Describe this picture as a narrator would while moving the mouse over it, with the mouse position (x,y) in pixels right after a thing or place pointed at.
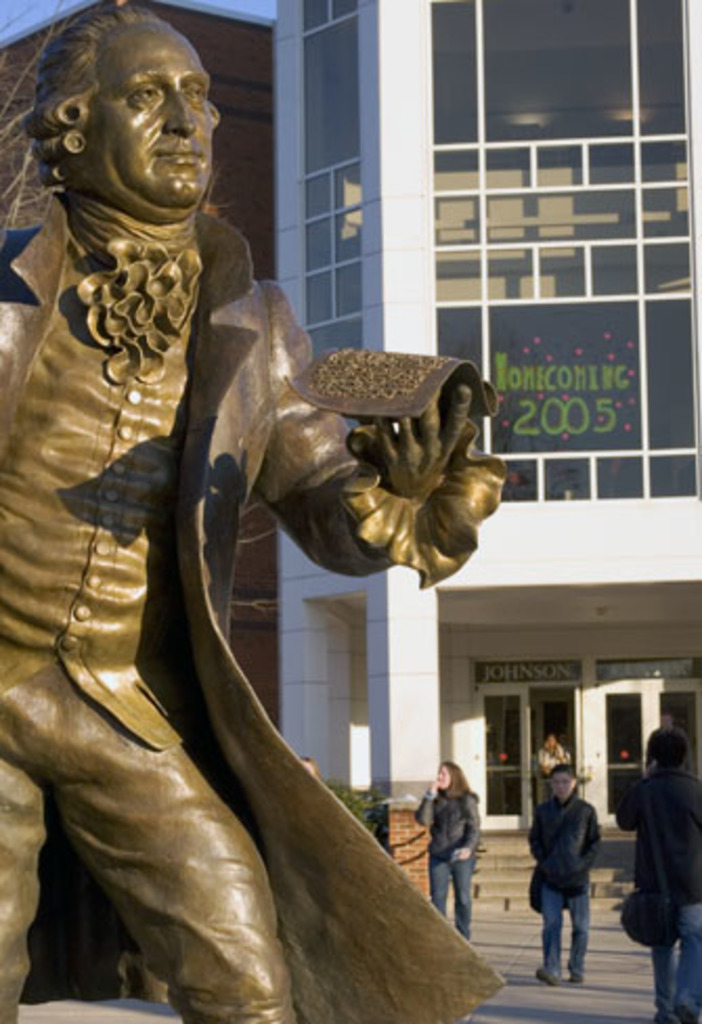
In the image I can see a statue (94,724) and also I can see a building (497,649) and some people (661,850) to the side.
